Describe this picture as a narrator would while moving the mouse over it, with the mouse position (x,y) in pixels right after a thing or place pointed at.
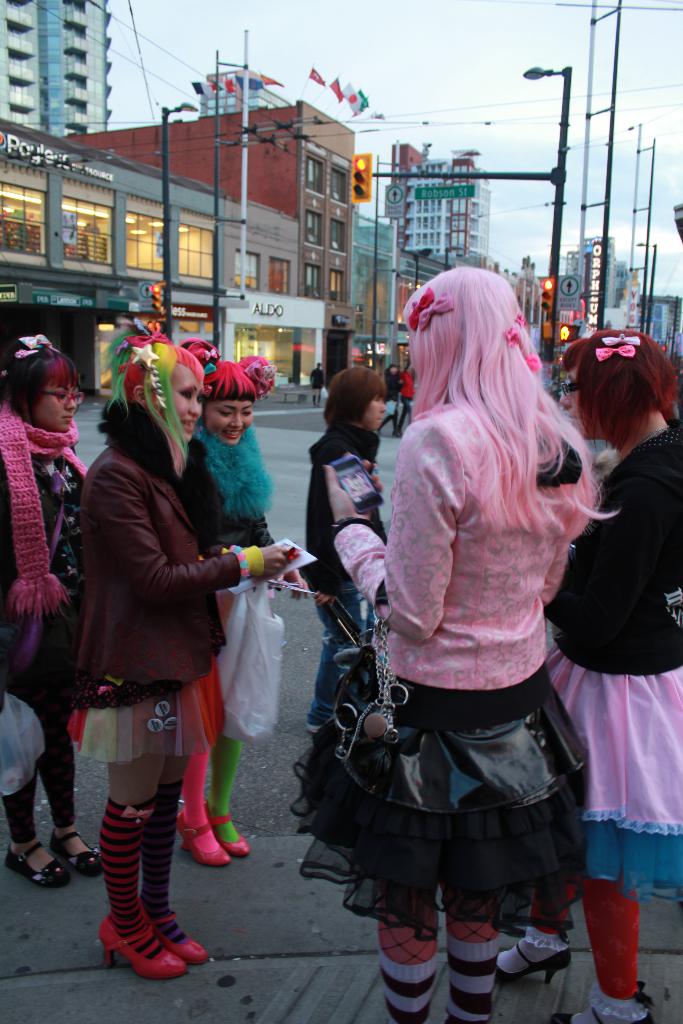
In this image we can see six women (354,612) are standing, one woman (449,480) is wearing pink color jacket (464,628) with black skirt (459,791) and her hair (474,400) are in pink color. Background of the image (177,218) buildings (233,262), poles (607,208), electric wires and flags (347,93) are present.
